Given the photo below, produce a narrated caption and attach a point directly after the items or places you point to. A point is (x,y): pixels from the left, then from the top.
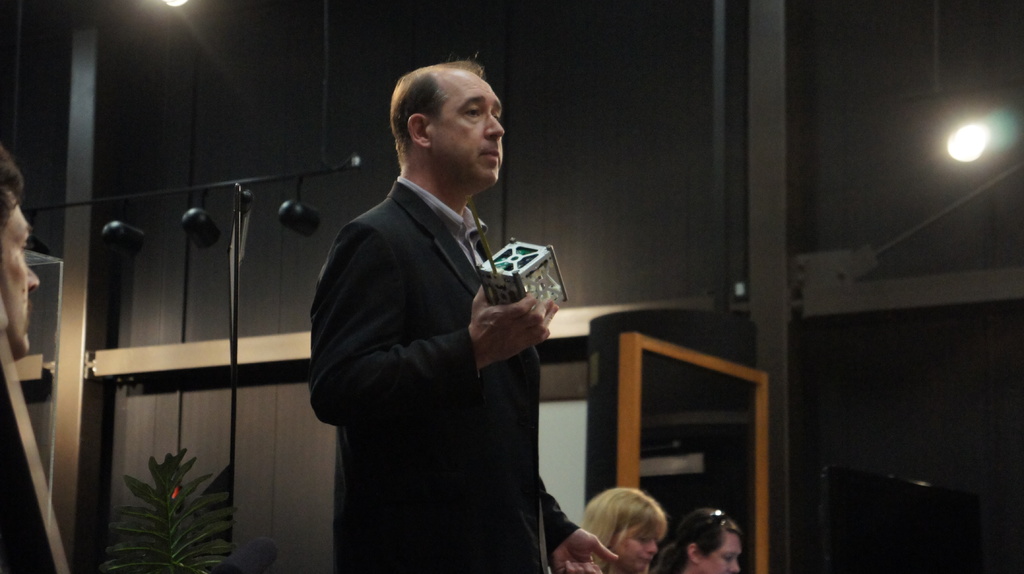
In this image I can see a person (453,346) standing at the front (488,374), wearing suit (490,390) and holding an object (528,286) in his hand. There are other people (698,516) present. There are lights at the top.
